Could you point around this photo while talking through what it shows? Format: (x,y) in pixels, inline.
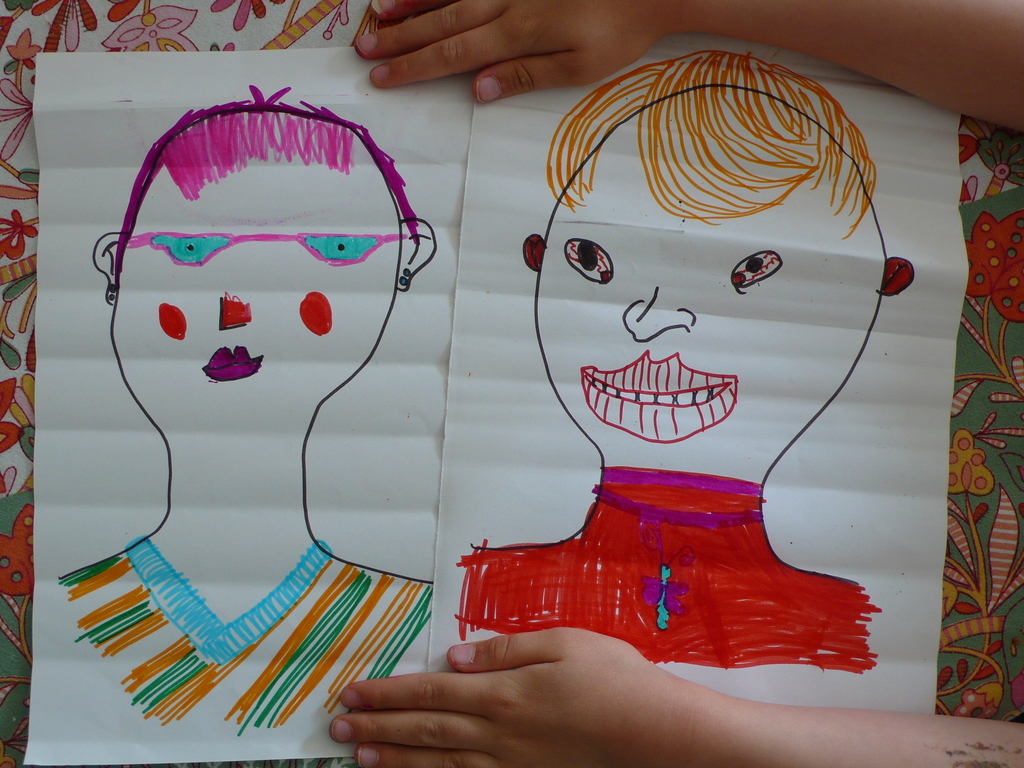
In this image we can see two sketches (322,277) on the two different white color papers (372,468). We can see the human hand (569,45) at the top (544,44) and bottom of the image (784,746). We can see colorful sheet (68,34) in the background (976,284).
